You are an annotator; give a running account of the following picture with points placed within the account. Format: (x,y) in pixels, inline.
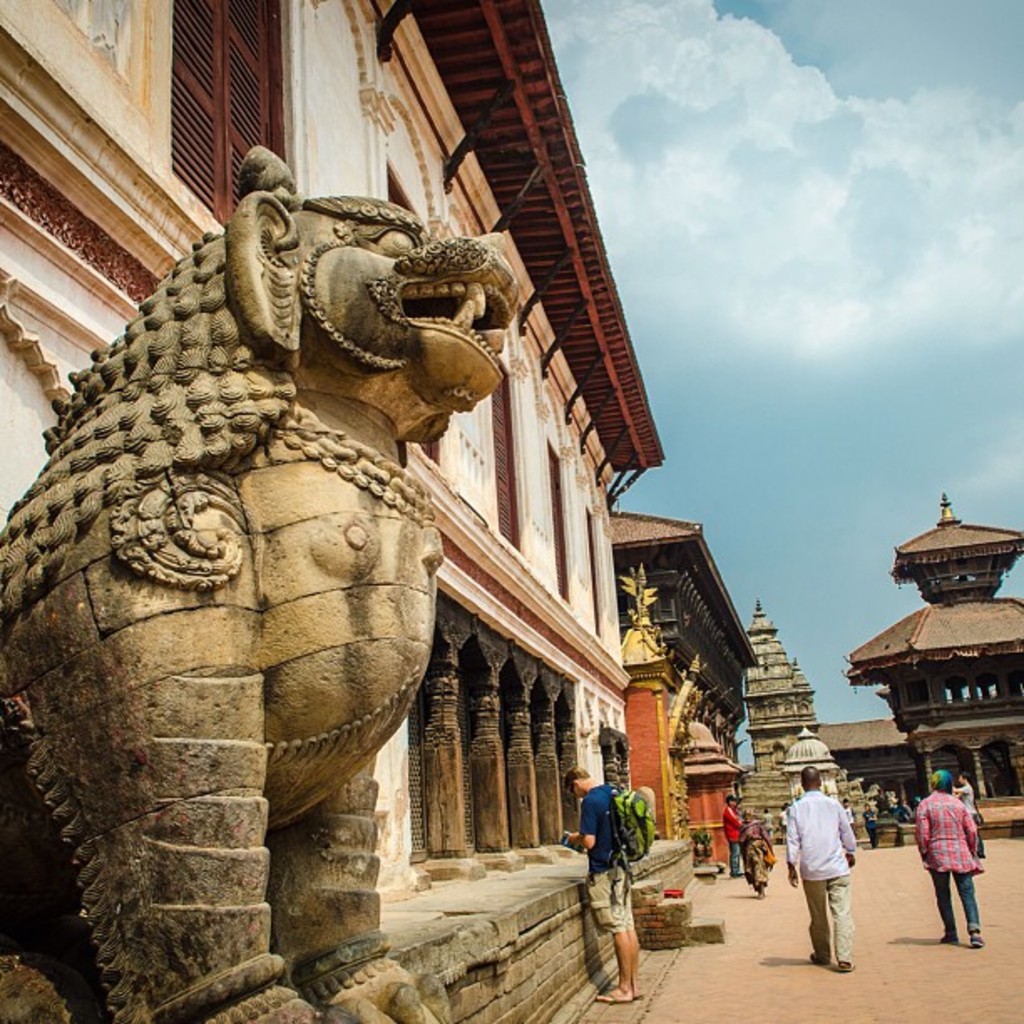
This picture is clicked outside. On the left (225,819) we can see the sculpture (342,532) of an animal (280,894). On the right (695,800) we can see the group of people (833,845) and we can see the buildings (610,715) and the sculptures (641,661) of some objects (673,716) and some other items (644,660). In the background (811,220) we can see the sky (787,138) with the clouds (855,252).
